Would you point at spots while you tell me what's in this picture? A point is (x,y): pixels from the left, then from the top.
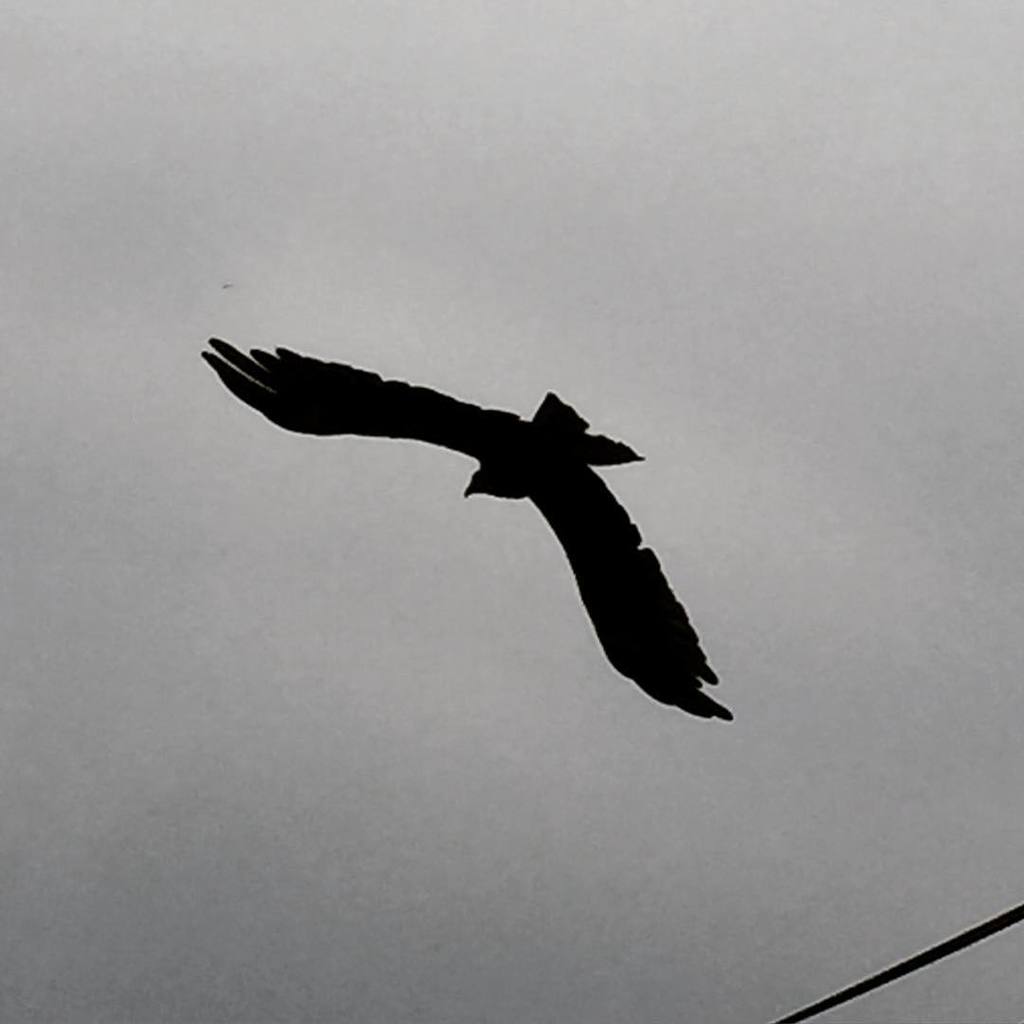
In this picture, we see a bird (553,407) in black color is flying in the sky (571,600). In the background (335,683), we see the sky (807,364).
